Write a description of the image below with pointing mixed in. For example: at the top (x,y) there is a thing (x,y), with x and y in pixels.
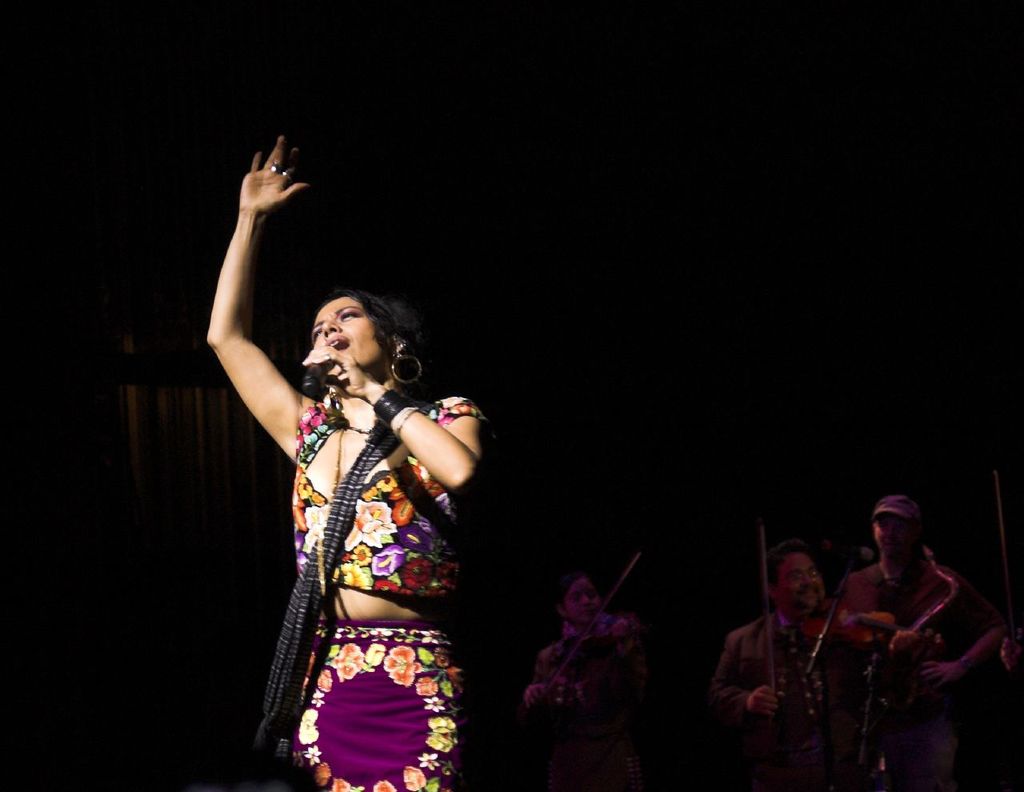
In this image I can see a woman (431,552) wearing pink, orange, green and violet color dress (377,643) is standing and holding a black colored object (328,378) in her hand (366,379). In the background (609,695) I can see few persons (609,681) standing and holding musical instruments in their hands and the black background (124,502).
